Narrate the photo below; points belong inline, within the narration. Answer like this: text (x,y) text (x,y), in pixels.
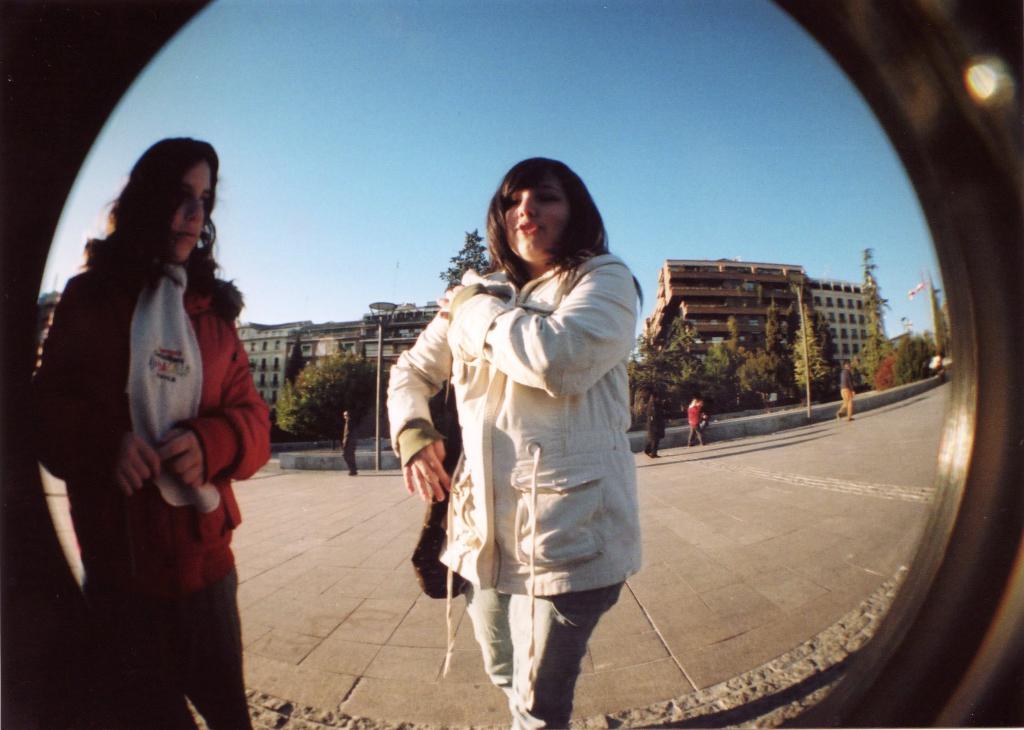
In this image I can see a circular glass (342,533) through which I can see 2 women (500,423) standing. There are other people (847,384), poles (381,318), trees (671,375) and buildings (365,346) at the back (631,381).
